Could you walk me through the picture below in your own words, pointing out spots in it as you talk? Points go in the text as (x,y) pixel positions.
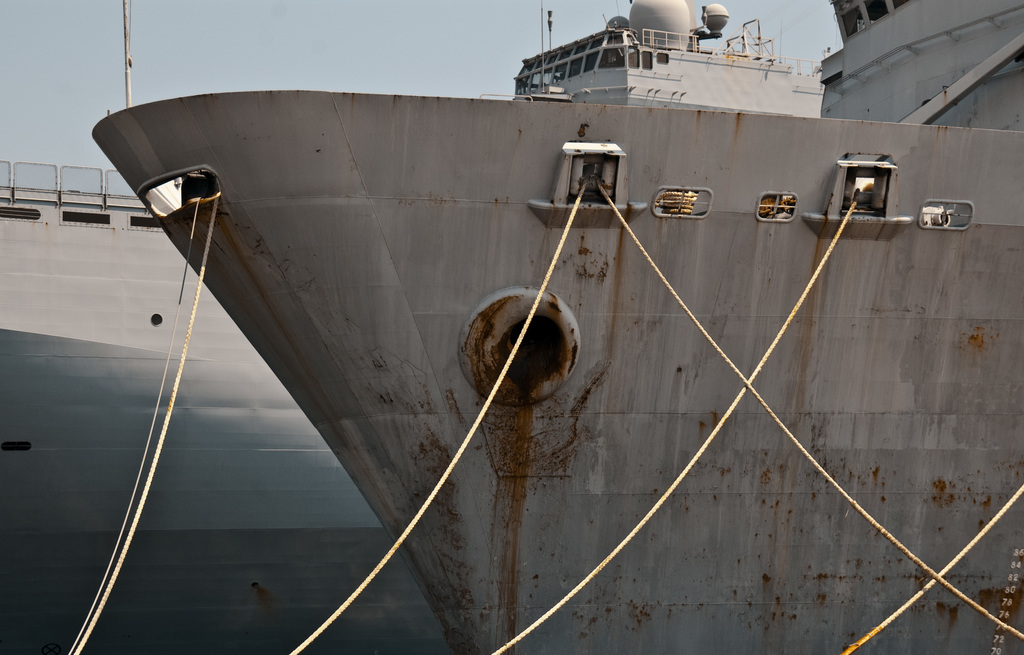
In this image I can see a ship (722,322) is tied with ropes (773,419). At the top (346,48) it is the sky (315,51).
